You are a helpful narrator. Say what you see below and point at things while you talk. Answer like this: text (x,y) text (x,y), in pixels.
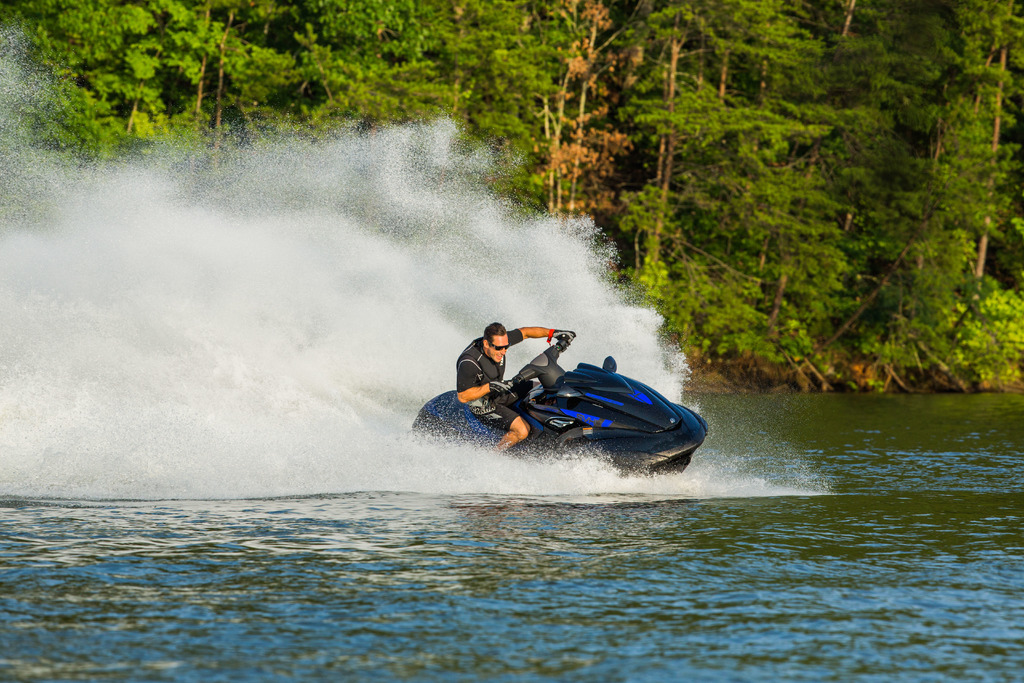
A person (490,394) is riding a jet ski (558,430) on water (668,526). Background (928,191) we can see trees (346,2).
